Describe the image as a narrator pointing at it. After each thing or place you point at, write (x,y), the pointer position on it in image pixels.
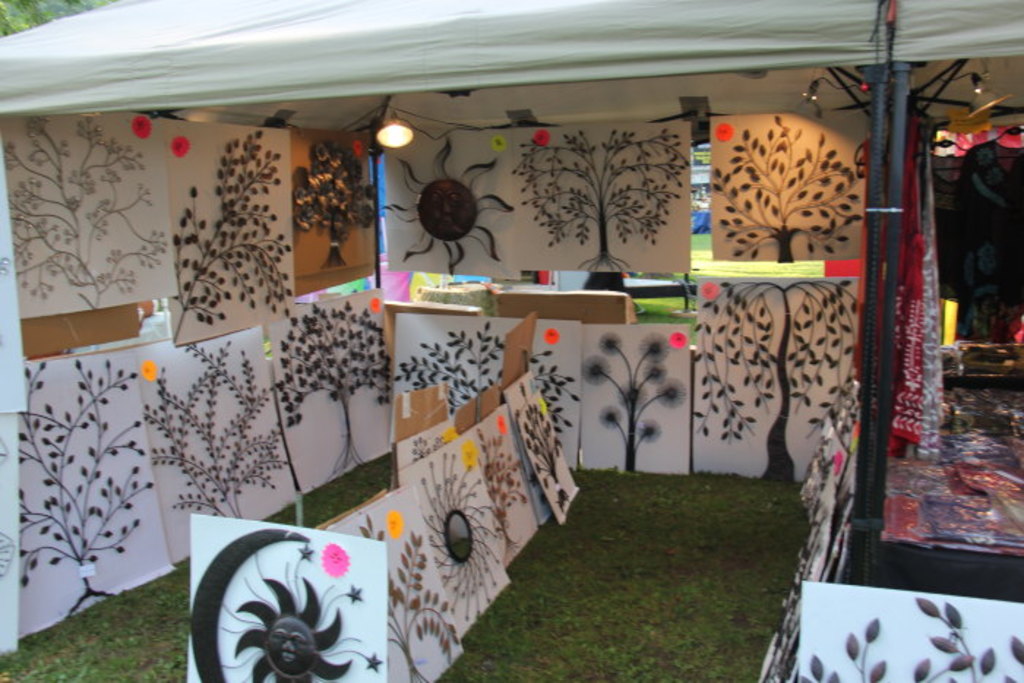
In this picture we can see there are drawing papers (358,316) in the stall (352,333) and on the table (912,467) there are some plastic covers (925,461) and at the top (391,150) there are lights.
